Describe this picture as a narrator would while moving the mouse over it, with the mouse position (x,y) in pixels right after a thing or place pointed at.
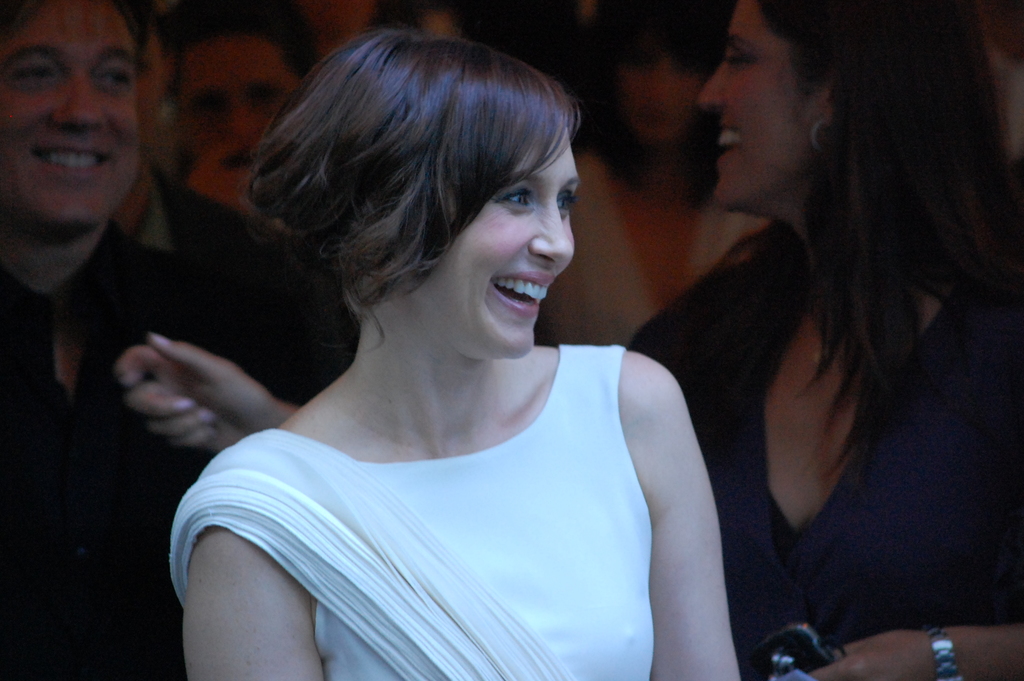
In this image in the foreground (403,583) a lady (464,595) wearing white dress (499,575) is smiling. In the background (121,108) there are many people (136,79). They all are smiling.
